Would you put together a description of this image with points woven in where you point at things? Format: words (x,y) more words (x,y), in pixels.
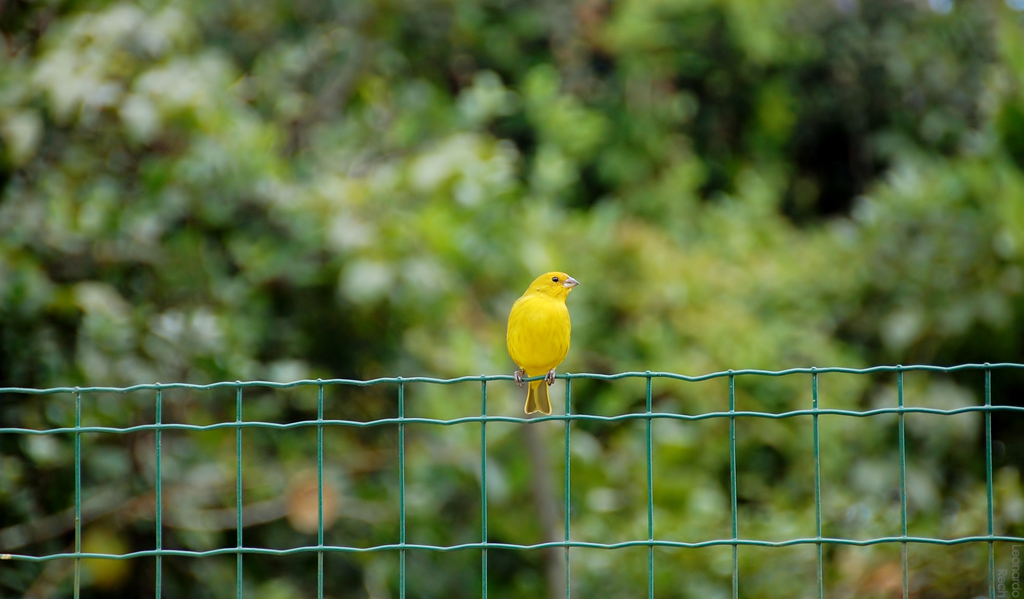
In this image we can see a bird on the metal fence (715,472). On the backside (681,197) we can see some trees (557,190).
